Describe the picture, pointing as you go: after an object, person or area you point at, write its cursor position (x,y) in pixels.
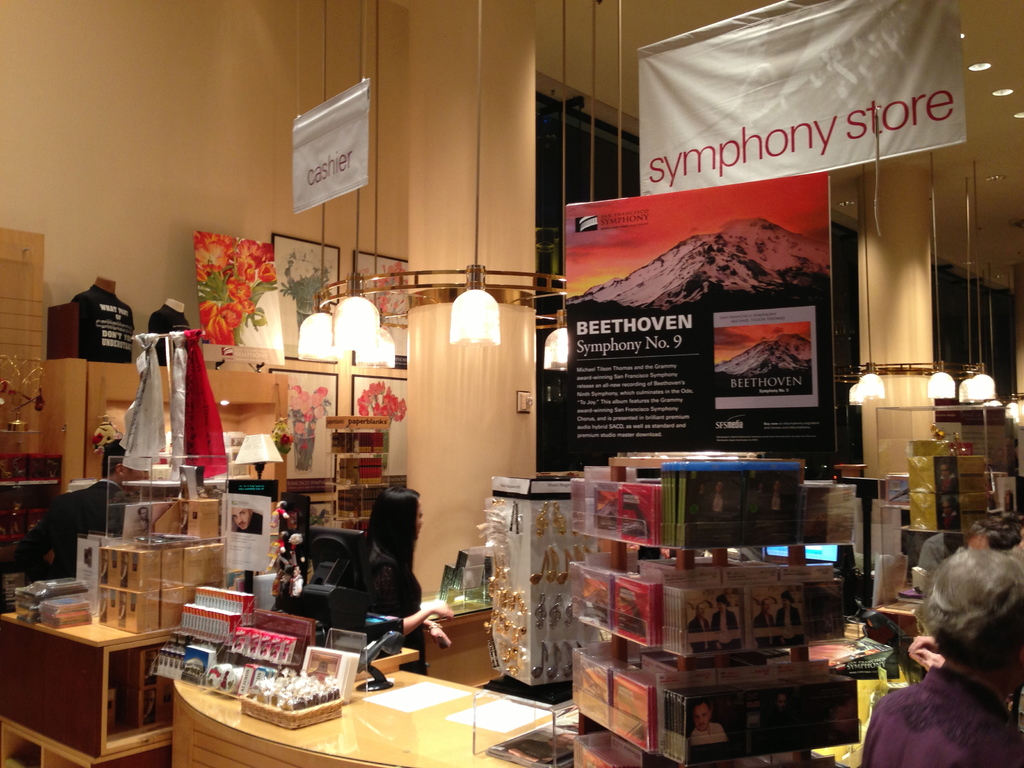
In this picture there is a poster (601,336). There is a light (388,359), lamp (253,443), laptop (342,565), box (324,665) and few objects (301,715). There is a frame (294,265) on the wall (362,247). There are two women (383,539). There is a paper (420,702) on the table (359,734). There is a cloth (158,407).
